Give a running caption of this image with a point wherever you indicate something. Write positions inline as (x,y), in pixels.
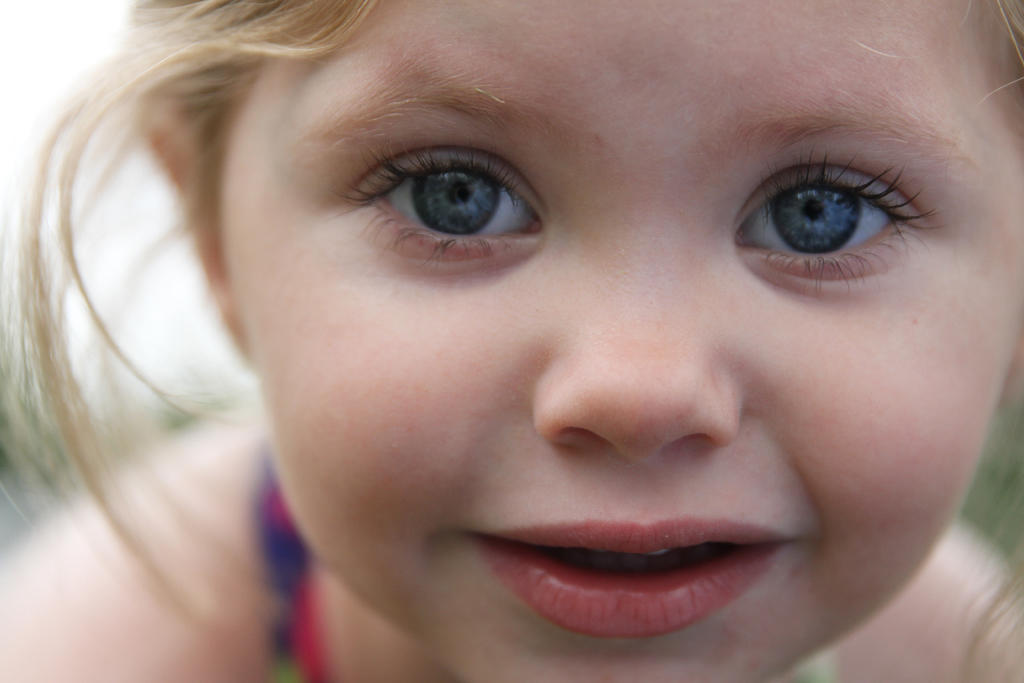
In this picture there is a girl (569,662) who is wearing t-shirt (314,659) and she is smiling. In the top left (97,21) there is a sky (6,42). On the right (1011,499) background (1004,522) it might be grass (1011,448).
